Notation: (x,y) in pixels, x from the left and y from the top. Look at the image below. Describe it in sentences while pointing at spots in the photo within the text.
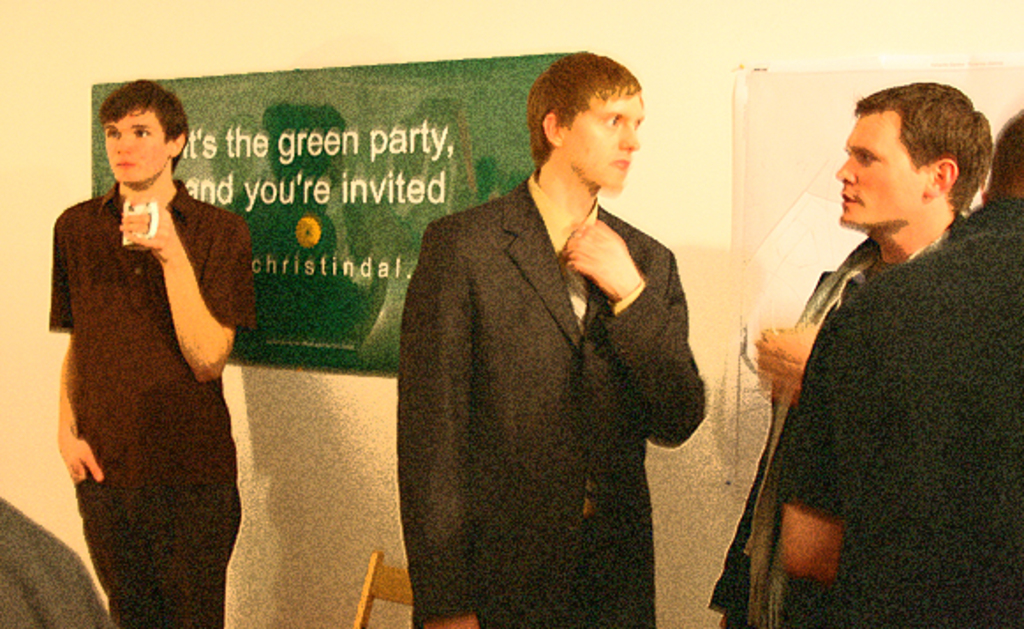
In the center of the image (614,394) we can see people (518,359) standing. In the background (353,68) there is a board (347,169) and a wall (515,40).
